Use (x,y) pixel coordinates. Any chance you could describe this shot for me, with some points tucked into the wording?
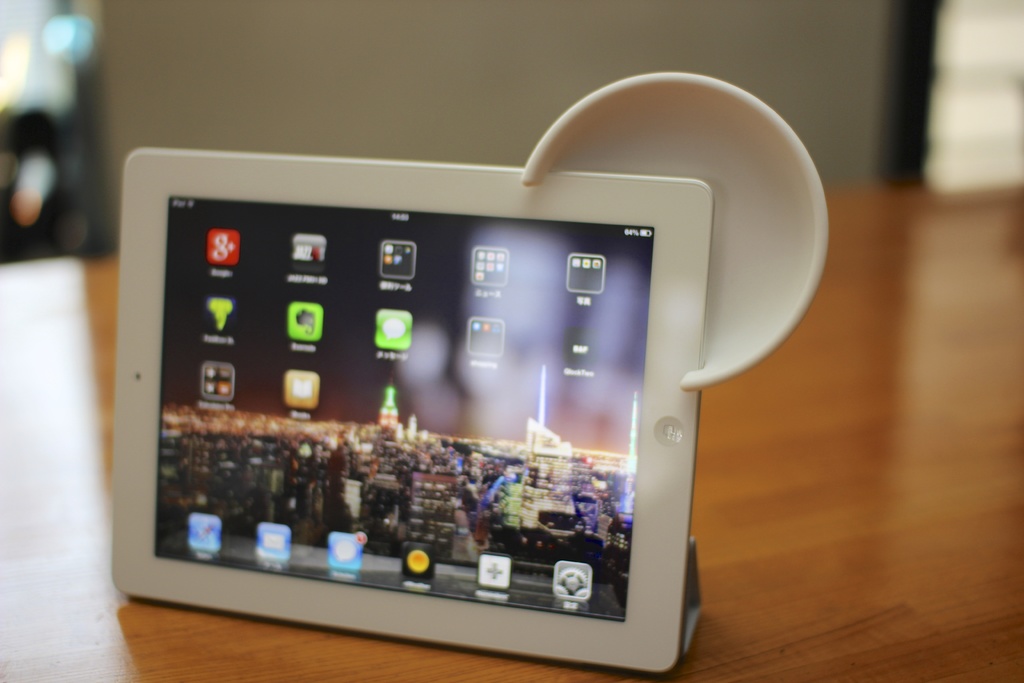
In this image we can see a white color tab (495,337) placed on a table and behind it we can see a wall (348,128).
